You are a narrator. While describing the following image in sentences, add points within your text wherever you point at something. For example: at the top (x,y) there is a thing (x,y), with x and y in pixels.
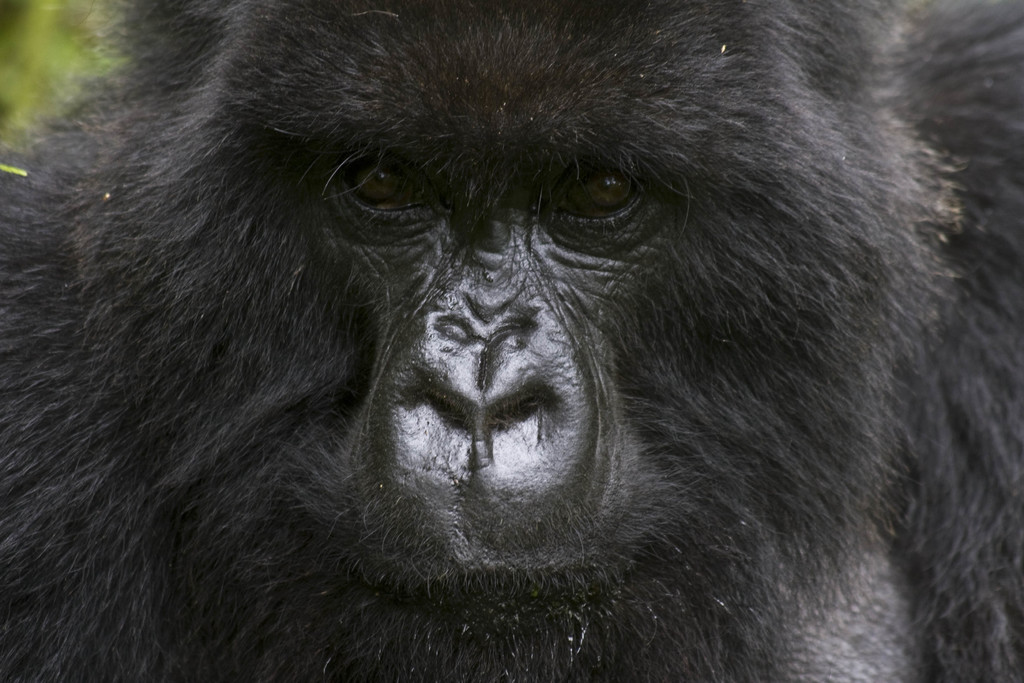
In this image, we can see a gorilla (180,380).
